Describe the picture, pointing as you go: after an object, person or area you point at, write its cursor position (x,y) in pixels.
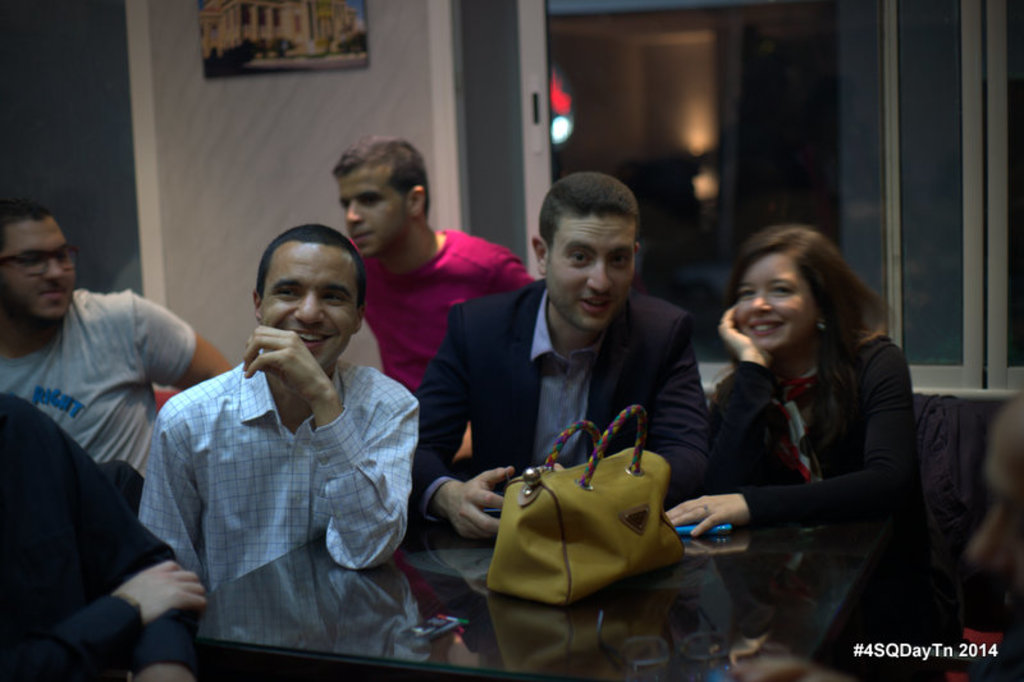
In this image, we can see a group of people (1017,418) are sitting. Here there is a table (669,580). On top of that there is a bag (609,547), people's hands (745,502) and object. In the background (529,195), there is a wall (409,129), glass objects (494,82) and photo frame (345,31). On the right side (867,651) bottom corner, there is a watermark (895,645).
